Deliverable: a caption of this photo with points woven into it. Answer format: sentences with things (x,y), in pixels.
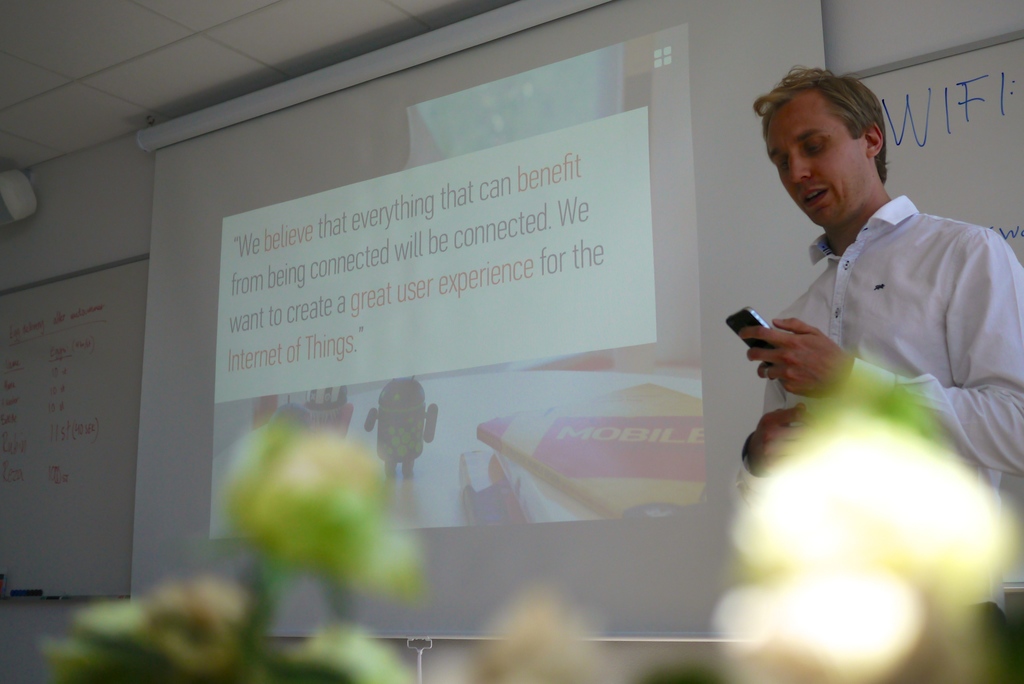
In this image we can see a projector display (437,258), white board (110,496), plants (207,645) and a person (859,299) standing by holding a mobile phone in his hand (801,360).
